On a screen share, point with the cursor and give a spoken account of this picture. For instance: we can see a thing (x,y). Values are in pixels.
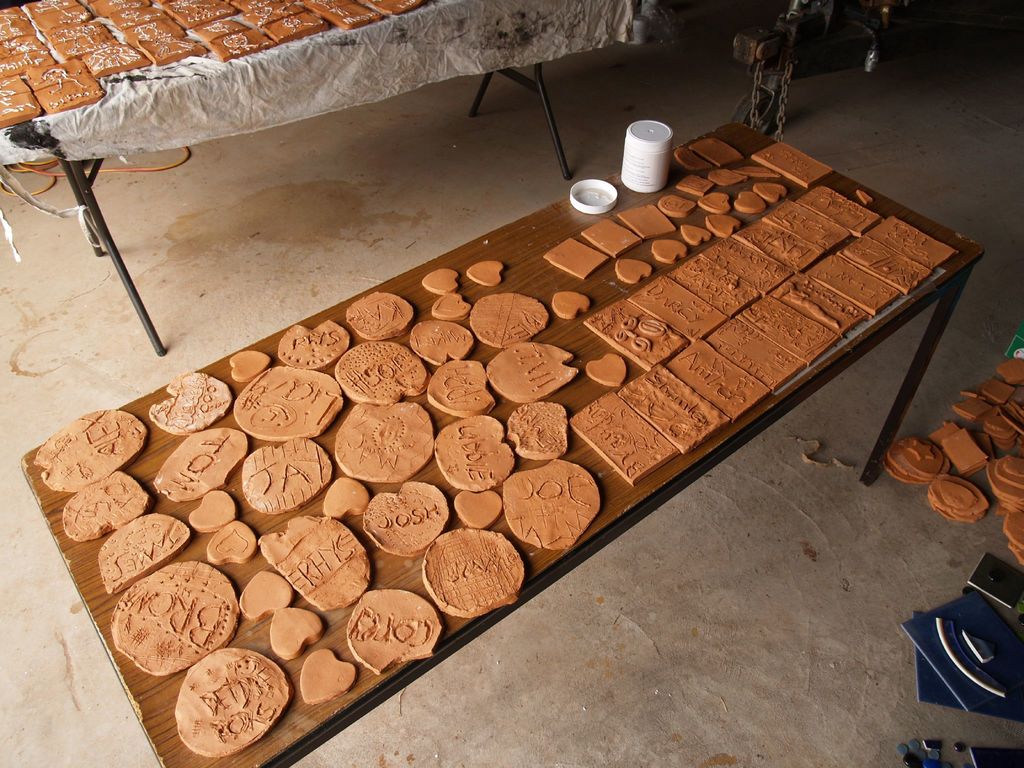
In this image, we can see a table (44,501) on the ground (855,144) with some clay items (742,406) on it which are of different shapes and different sizes and some text (319,468) is printed on it and there is an object (642,125) which is white in color.
